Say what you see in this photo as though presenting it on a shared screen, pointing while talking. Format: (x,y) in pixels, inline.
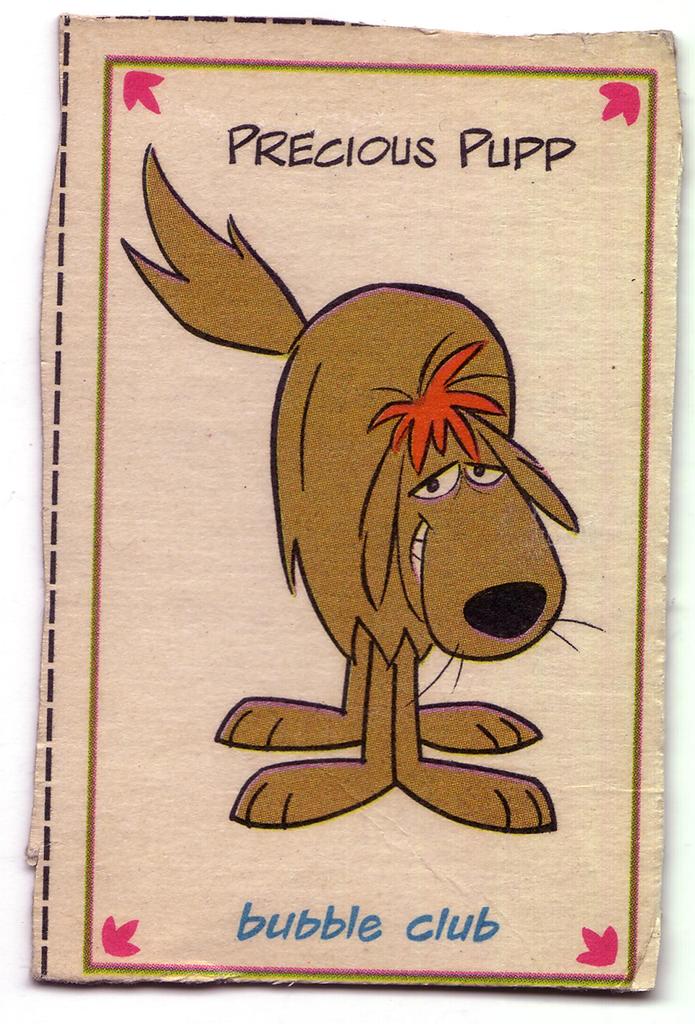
In this image we can see a cartoon (305,714).
